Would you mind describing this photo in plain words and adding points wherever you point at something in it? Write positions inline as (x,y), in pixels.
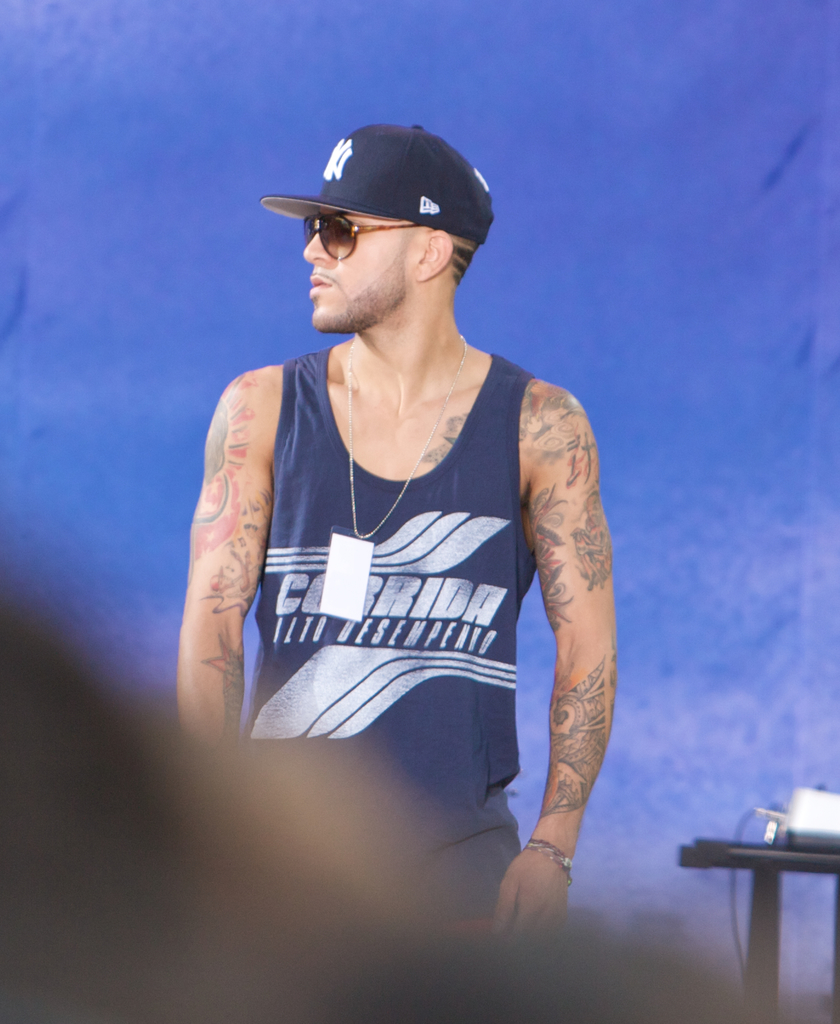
This image is taken indoors. In the background (685,331) there is a wall (189,244). On the right side of the image (756,948) there is a table (780,857) with a few things (772,818) on it. In the middle of the image (378,527) there is a man (406,615).
